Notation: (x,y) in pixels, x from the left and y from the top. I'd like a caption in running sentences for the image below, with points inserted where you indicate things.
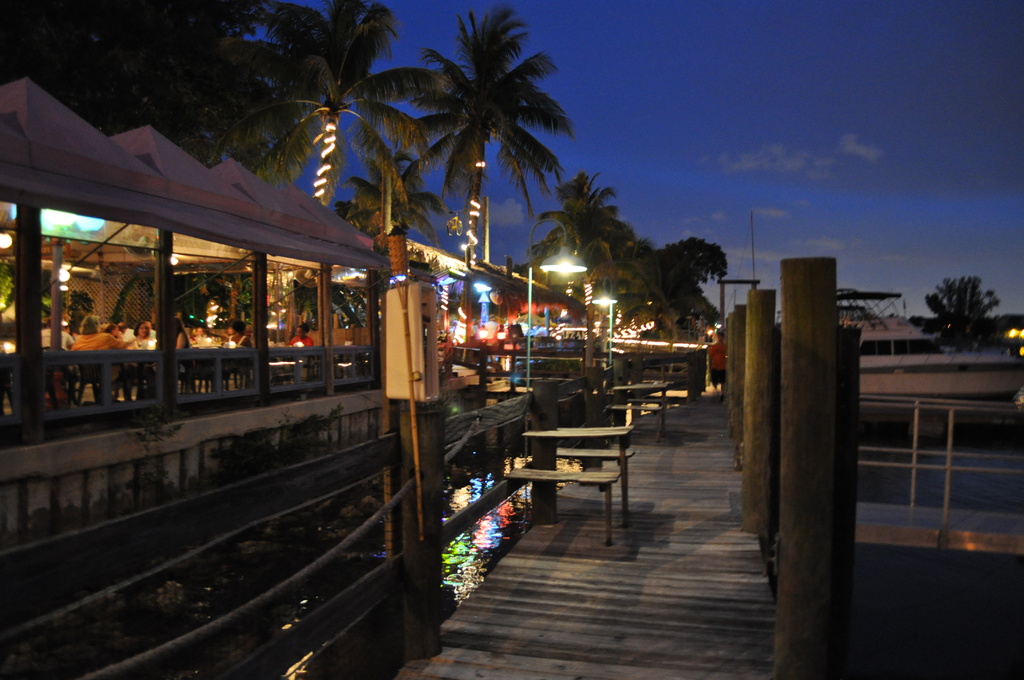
In this image, there is an outside view. In the foreground (17,414), there is a restaurant (296,254). There are benches (603,431) in the middle of the image (627,407). In the background (519,173), there are some trees (368,79) and sky (915,157).
